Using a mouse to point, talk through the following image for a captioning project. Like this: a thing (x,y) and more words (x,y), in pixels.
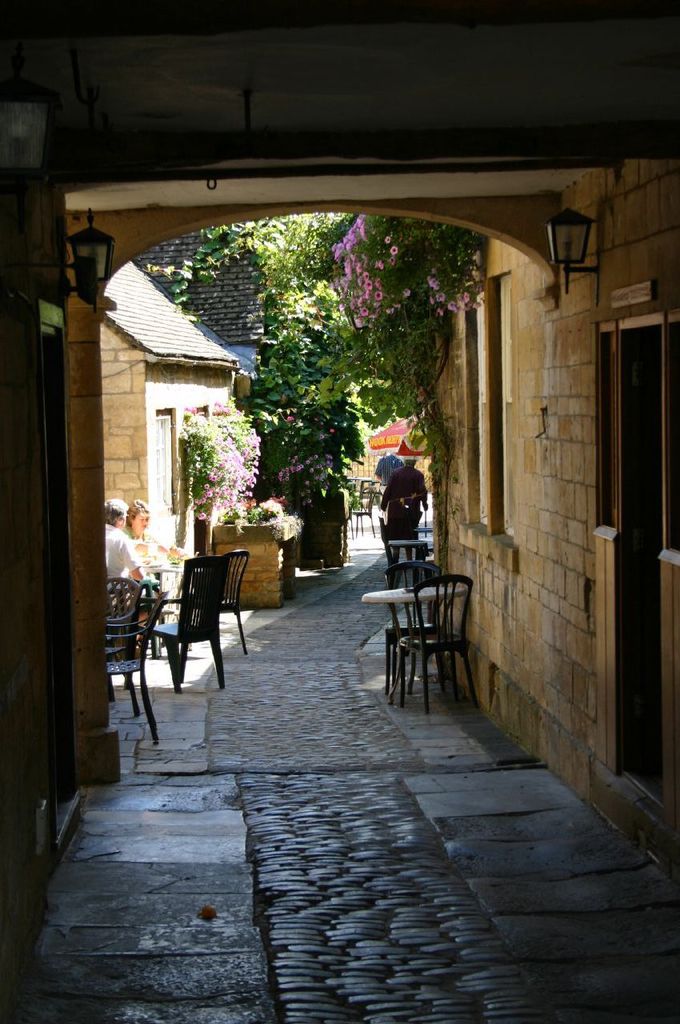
Here we can see wall (566,501) with bricks (547,555), door (610,468) and lights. We can see flower plants (368,251) and trees (292,374) here. This is a house (205,396). We can see a man (403,506) standing. Here we can see chairs (209,625) and tables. We can see two persons (160,545) sitting here.
